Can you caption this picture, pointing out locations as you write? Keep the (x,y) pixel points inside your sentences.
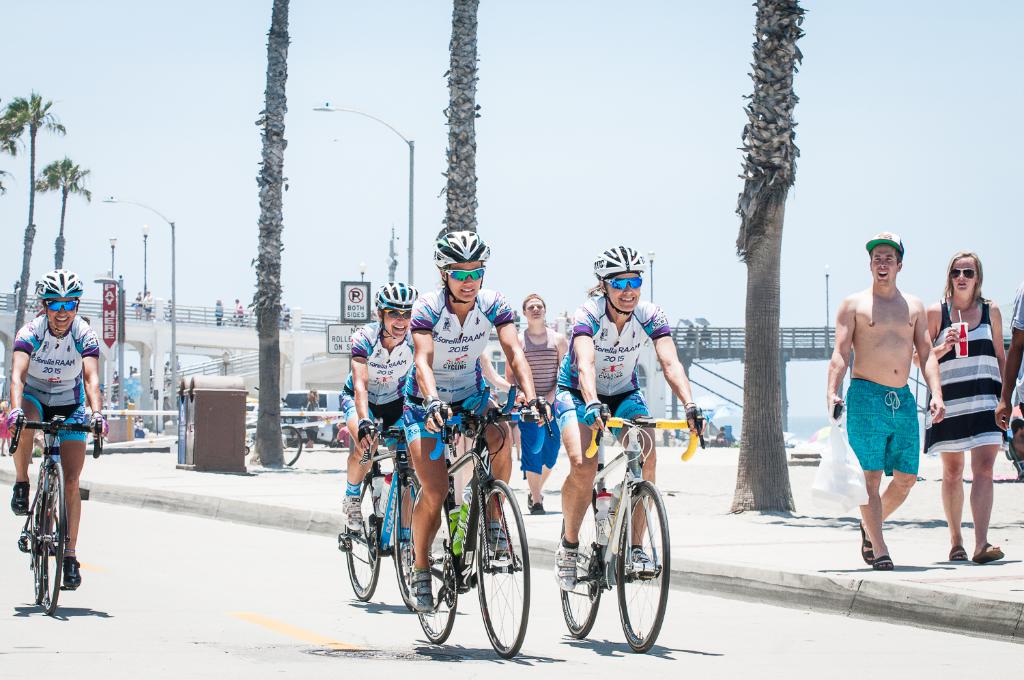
In this image, There is a road (718,670) in white color and there are some bicycles (65,516) and some people (532,404) riding their bicycles (70,426) and in the right side (963,373) there are two persons (894,346) walking, In the background (192,231) there are some trees (444,164) and sky (613,115) in white color.
